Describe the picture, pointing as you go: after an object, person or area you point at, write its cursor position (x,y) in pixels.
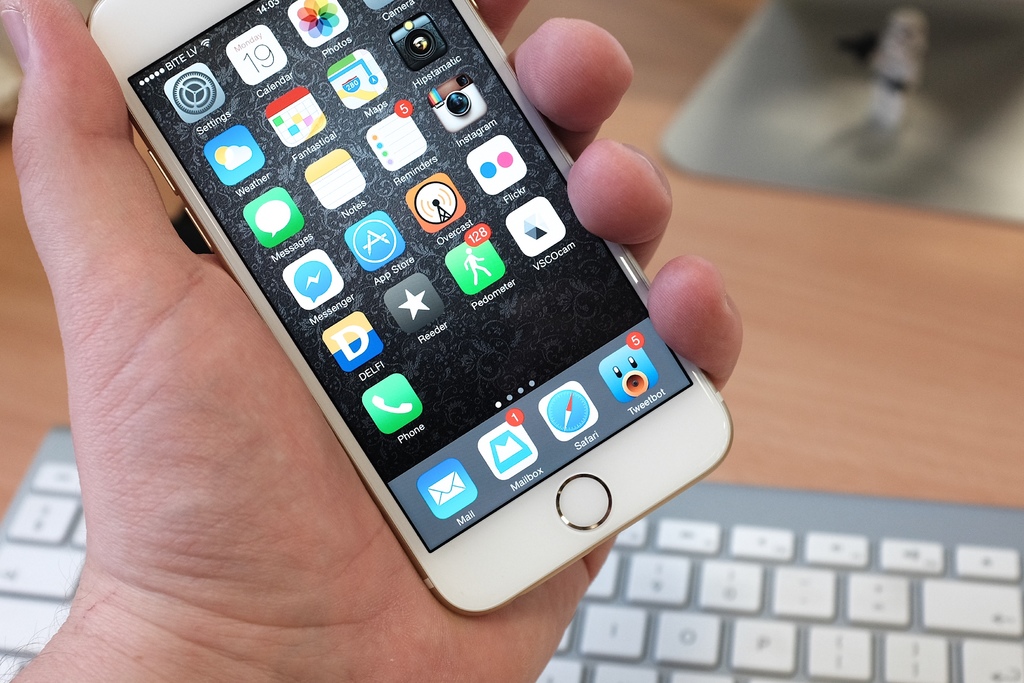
In this image, we can see a keyboard (872,602) on wooden surface (884,435). There is a person hand (148,392) in the middle of the image (665,299) holding a phone (356,367).
